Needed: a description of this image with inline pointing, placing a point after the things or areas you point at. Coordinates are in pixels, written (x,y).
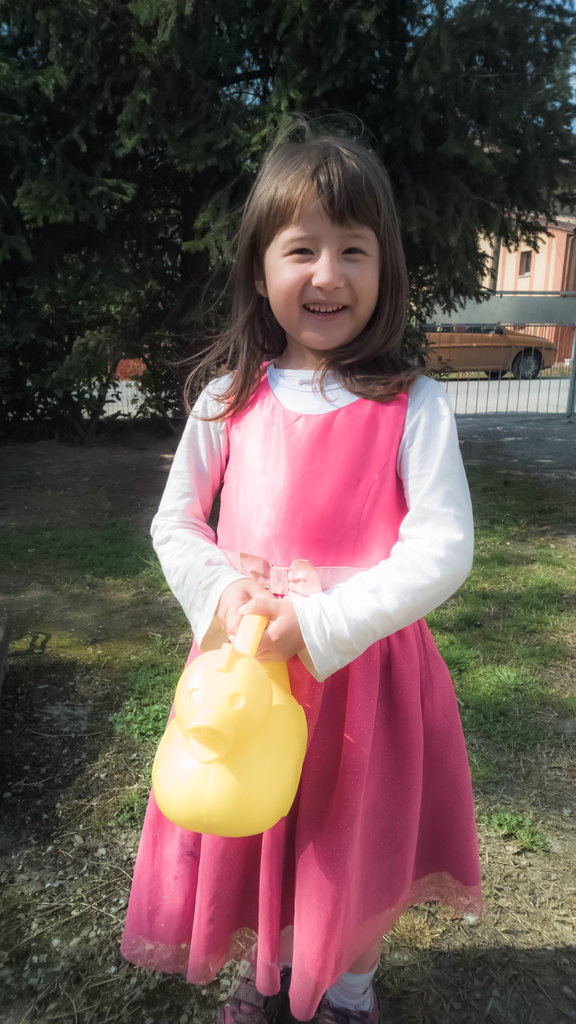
In the foreground of this image (297,674), there is a girl (301,697) holding a yellow color object (235,691) and standing on the grass (517,916). In the background (418,191), there is a tree (81,68), a gate (500,362), wall (543,260) of a building (532,260) and a vehicle (472,343).
